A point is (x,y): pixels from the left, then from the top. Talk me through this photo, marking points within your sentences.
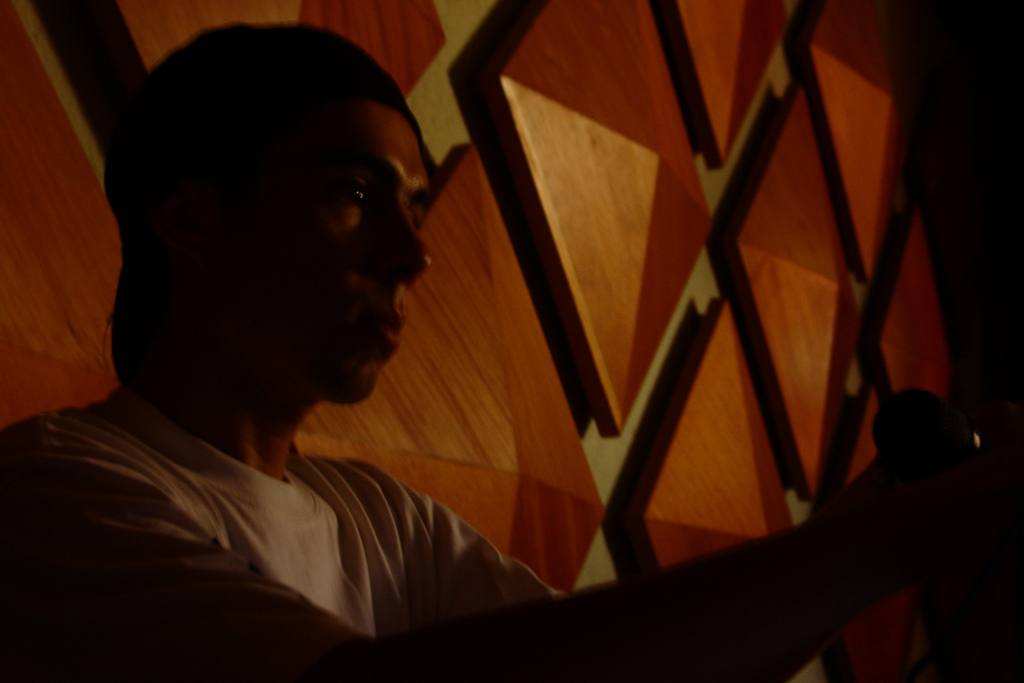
In this picture I can see a human (843,532) and looks like a wooden wall (726,275) in the background (728,306).
